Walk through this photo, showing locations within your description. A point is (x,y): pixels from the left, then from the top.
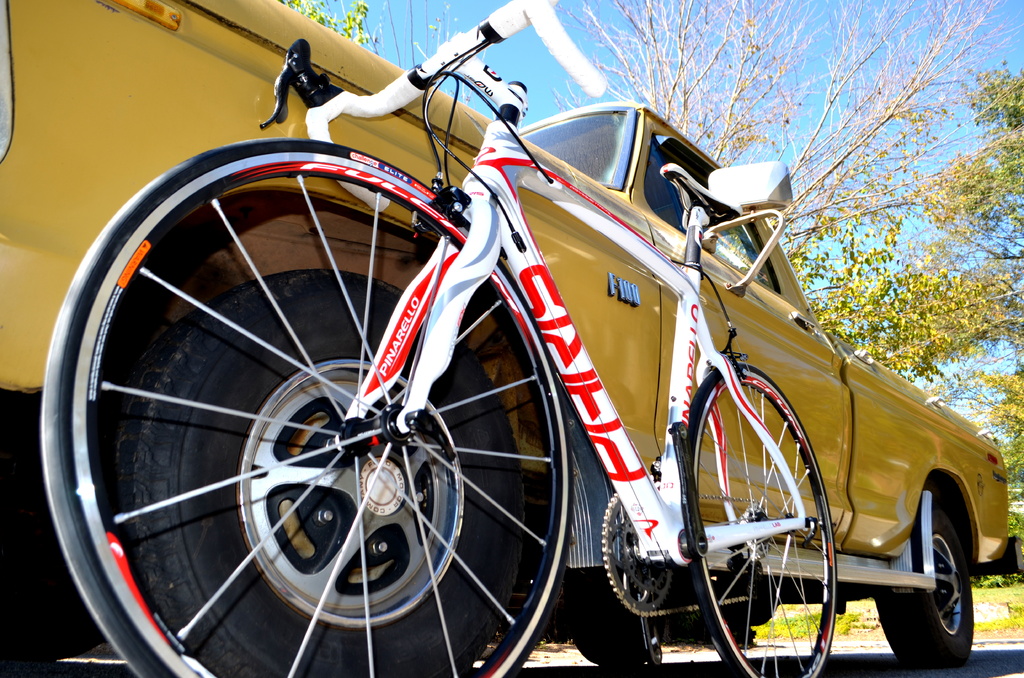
Here in this picture we can see an yellow colored car (322,258) and white colored bicycle (636,504) present on the road (843,647) and behind it on the ground (982,601) we can see grass (844,627) covered and we can also see plants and trees (821,223) present and we can see the sky (838,102) is clear.
